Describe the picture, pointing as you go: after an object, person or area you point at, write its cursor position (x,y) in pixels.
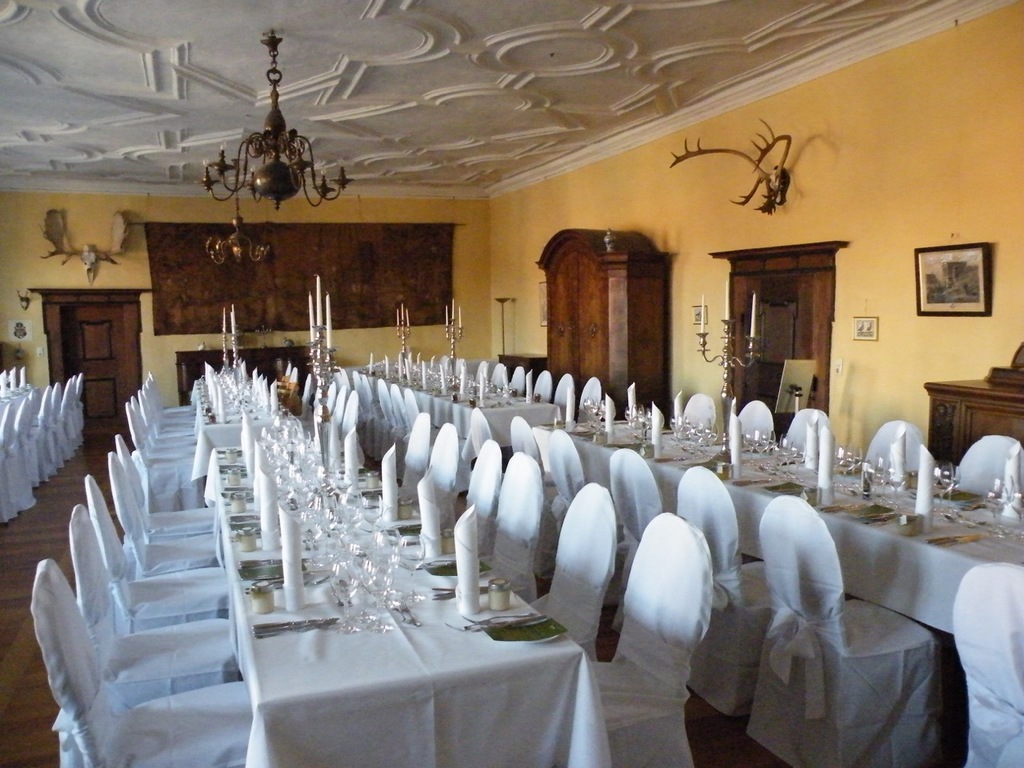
This picture is clicked inside the room (601,587). In the foreground (109,488) we can see the chairs (777,539), tables (980,524) on the top of which glasses (343,596), spoons (318,625), tissue paper (387,503), napkins (466,596) and candles stands (317,325) and many other objects (475,395) are placed. In the background (475,234) we can see the wall (493,250), cabinets (552,311) containing some items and we can see the picture frame (944,263) hanging on the wall (897,201) and we can see the sculptures (777,177) attached to the wall (14,229). At the top (577,32) there is a roof (549,32) and the chandeliers (280,165) hanging on the roof (282,86) and we can see the door (76,361) and many other objects (172,310).
